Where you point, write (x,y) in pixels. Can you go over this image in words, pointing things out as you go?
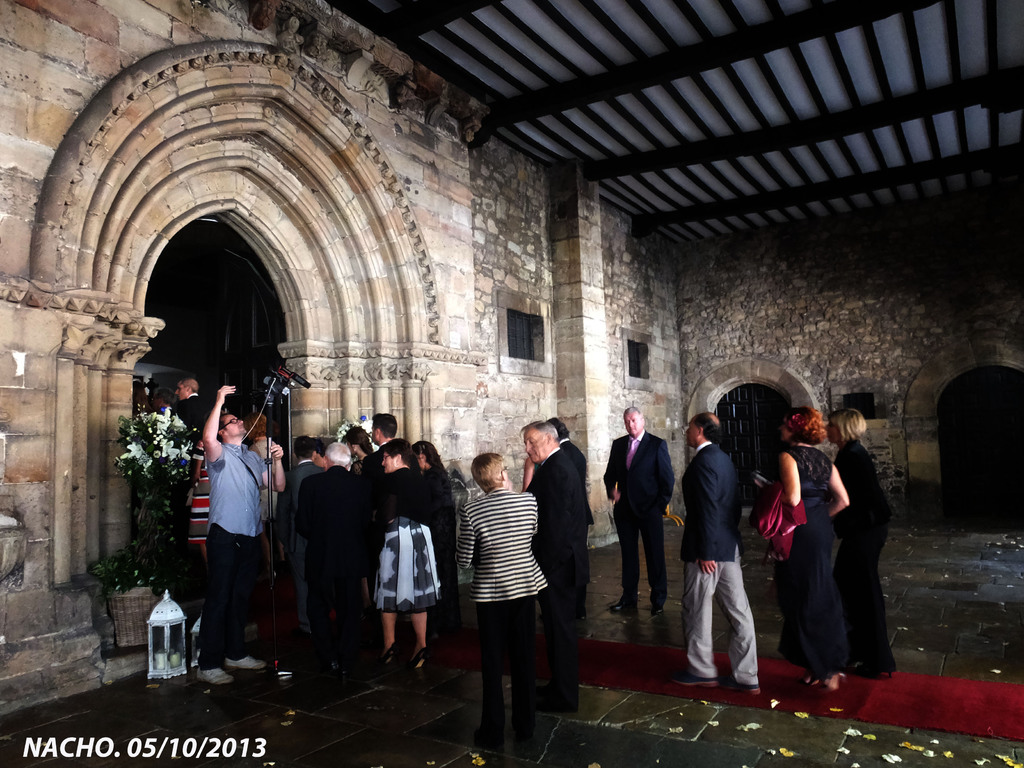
This picture shows the inner view of a building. There is one red carpet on the floor (196,711), some people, one black door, some flower petals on the floor (269,655), one plant (162,459) with flowers (173,449), one pot (120,617), some people (744,587) are holding some objects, one camera (278,388) with stand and one man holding the camera (279,374). Some text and date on this image.
